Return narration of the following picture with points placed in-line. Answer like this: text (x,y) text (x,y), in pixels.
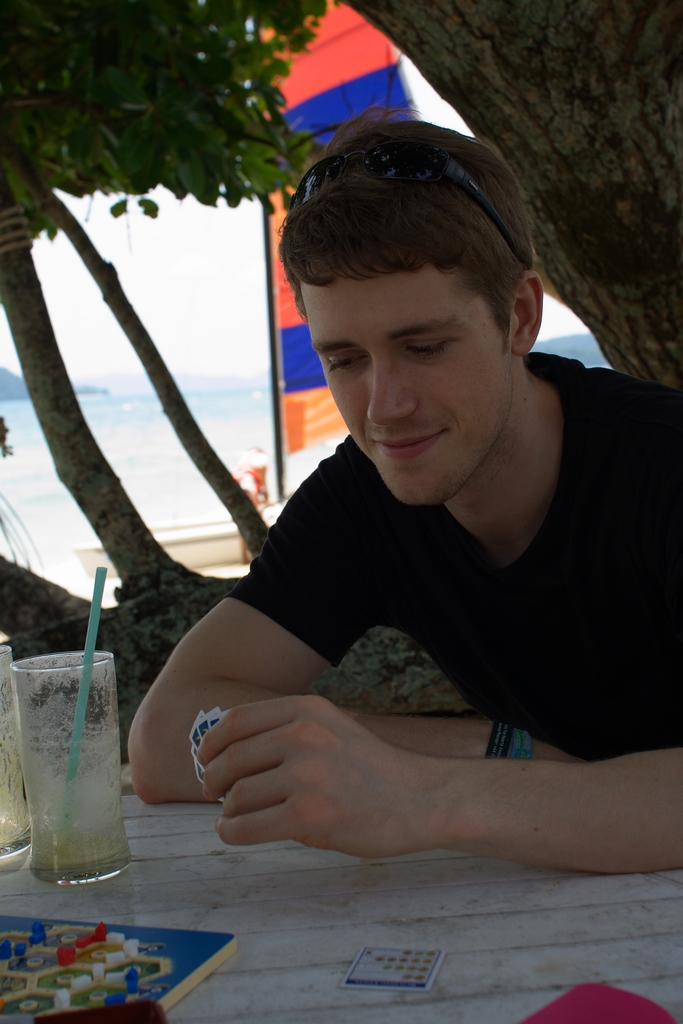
This image consists of a man (403,754). There is a table (233,888) in front of him. There are glasses (70,711) on the left side (58,737). There is a tree (119,299) at the top (260,122). There is water (37,520) in the middle (271,407).
